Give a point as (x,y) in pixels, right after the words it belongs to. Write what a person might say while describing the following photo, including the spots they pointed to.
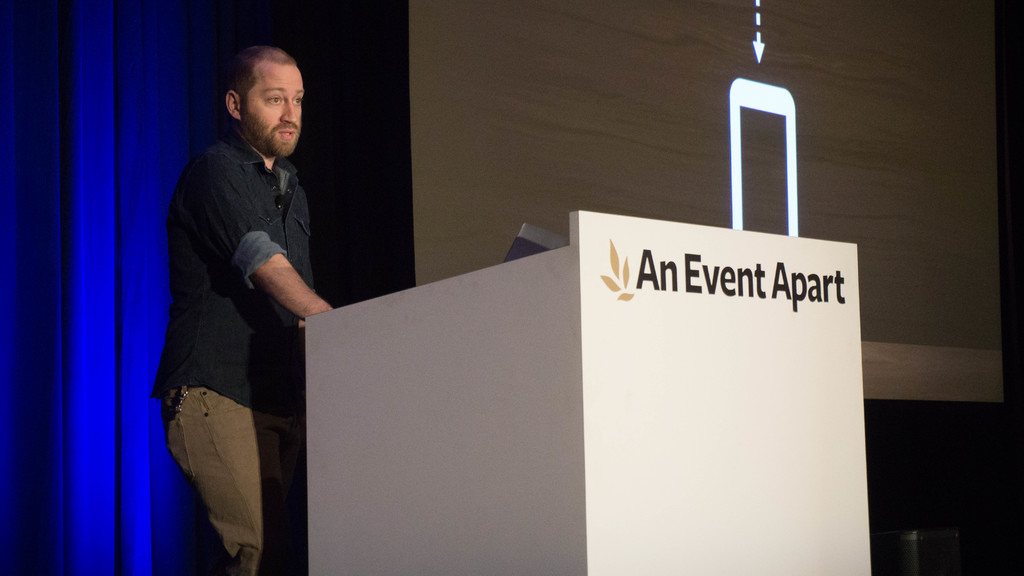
On the left side (232,370) a man (272,362) is standing near the podium (374,310) and talking, he wore shirt (232,284), trouser (221,486). On the right side (787,207) it is a projector screen (668,169).
